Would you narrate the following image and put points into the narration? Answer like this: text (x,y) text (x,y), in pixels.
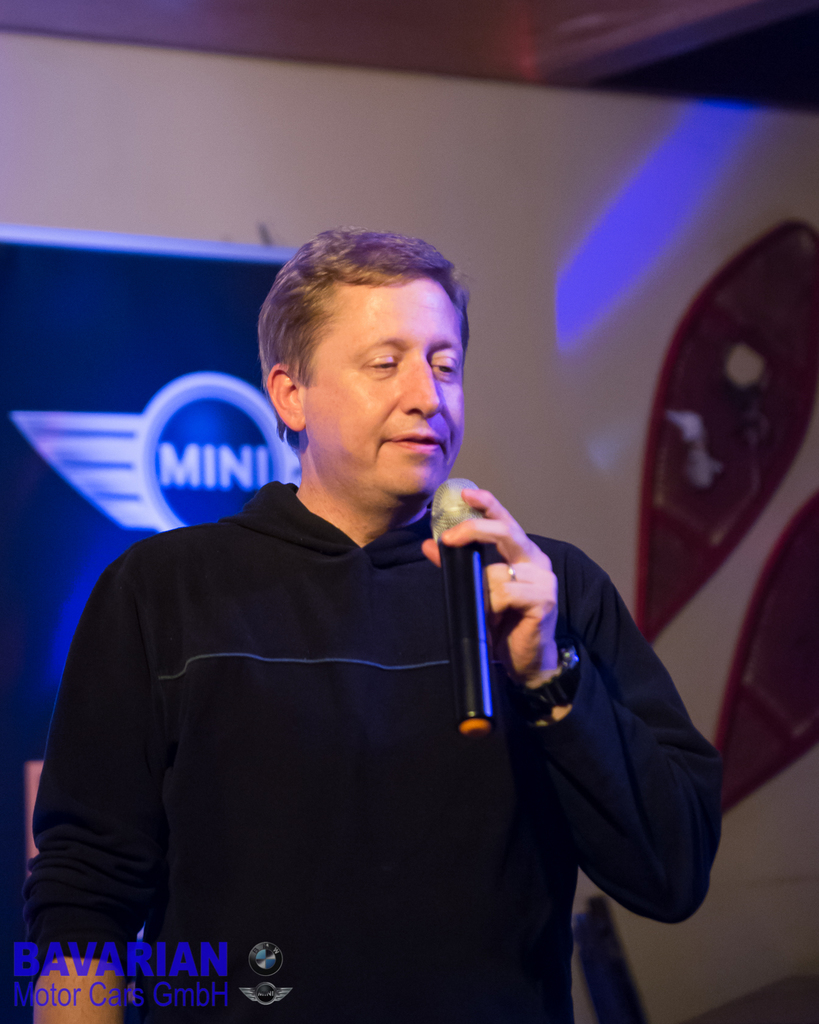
This picture shows a man (327,647) standing and holding a mic (486,633) in his hands (521,635). In the background (353,180) there is a poster (114,367) and a wall (482,266).
